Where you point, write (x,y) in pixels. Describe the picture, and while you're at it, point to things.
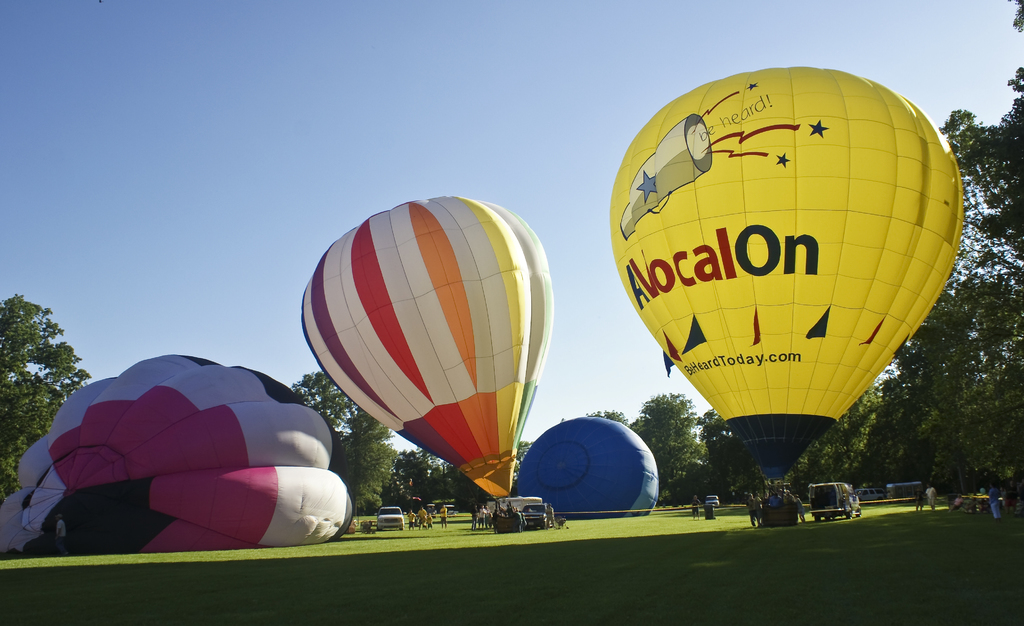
In the image I can see some air balloons (707,362) and also I can see some trees (905,354), plants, people (445,522), cars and some grass (725,519) on the ground (738,518).
